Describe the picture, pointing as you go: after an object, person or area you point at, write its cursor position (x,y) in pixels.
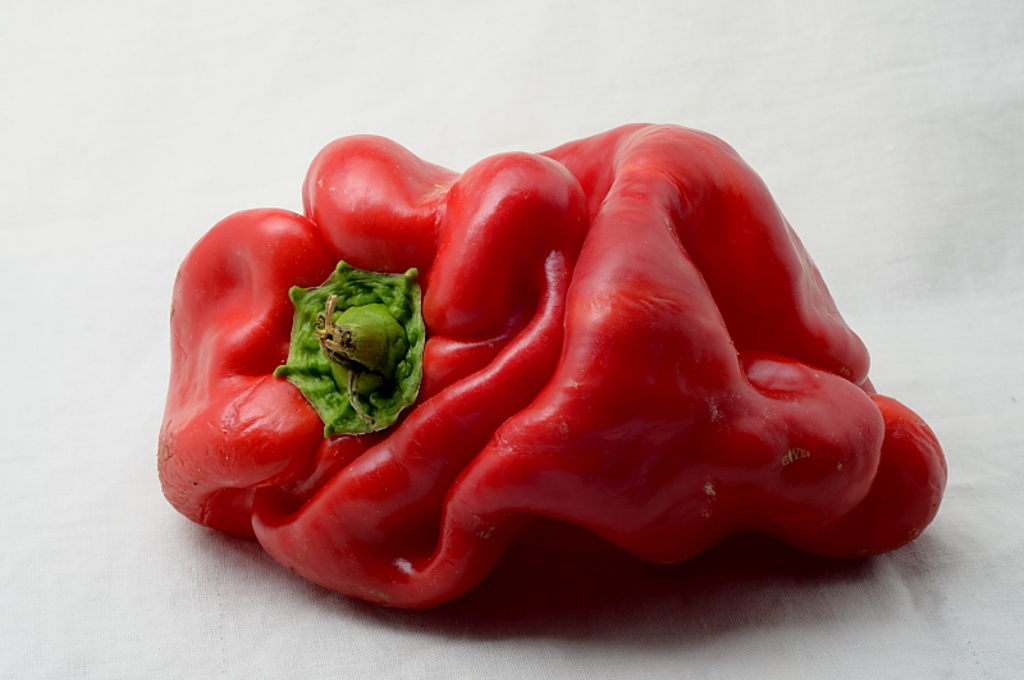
In this picture I can see a capsicum (569,436) in the middle (642,403).
